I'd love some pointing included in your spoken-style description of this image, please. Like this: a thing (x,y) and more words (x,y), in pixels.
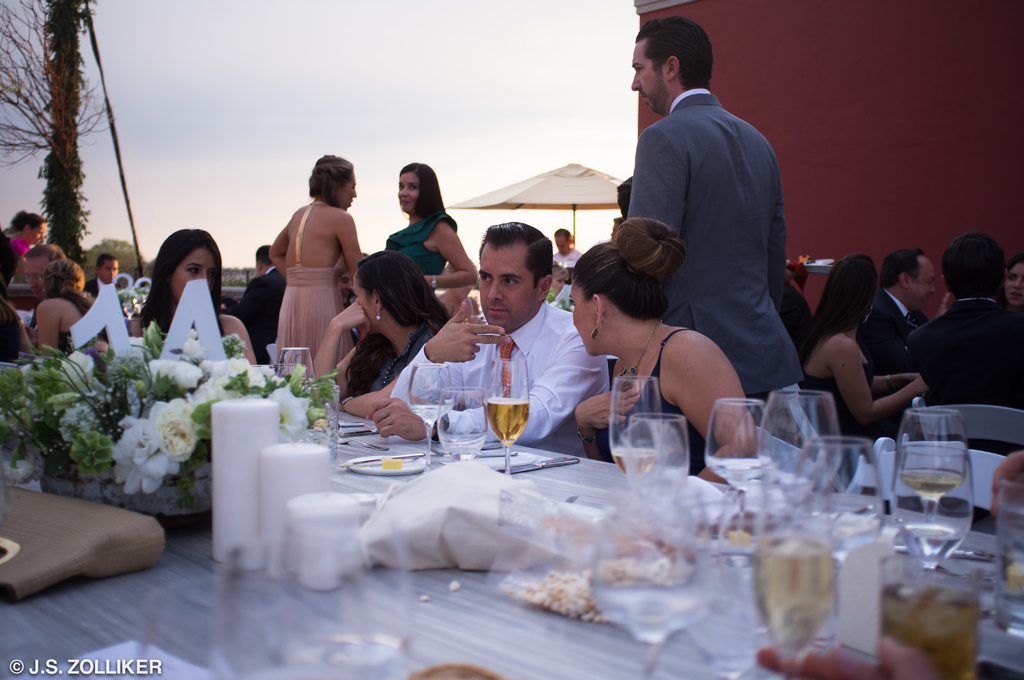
In this picture we can see a group of people (470,278) where some are sitting on chairs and some are standing and in front of them there is table (452,649) and on table (407,443) we can see glasses (671,459) with drinks (457,438) in it, plastic covers (519,519), plates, flowers (210,446), bag (103,555), candles (261,491) and in background (55,189) we can see trees (39,144), sky (228,84), tent (606,180), wall (816,110).
